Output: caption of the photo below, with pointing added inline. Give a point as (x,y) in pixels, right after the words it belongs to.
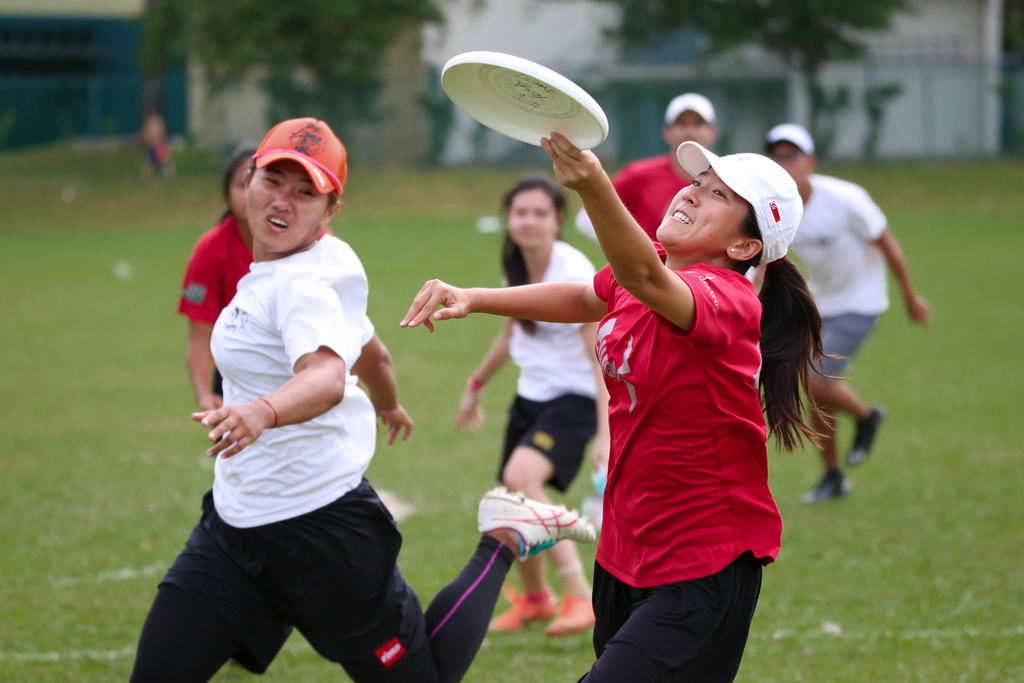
In this image I can see the group of people (516,364) with white, black and red color dresses (536,398). I can see one person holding the frisbee (498,117) and these people (382,356) are on the ground (398,348). In the background (233,91) I can see the trees (248,57) and the buildings (172,138).
